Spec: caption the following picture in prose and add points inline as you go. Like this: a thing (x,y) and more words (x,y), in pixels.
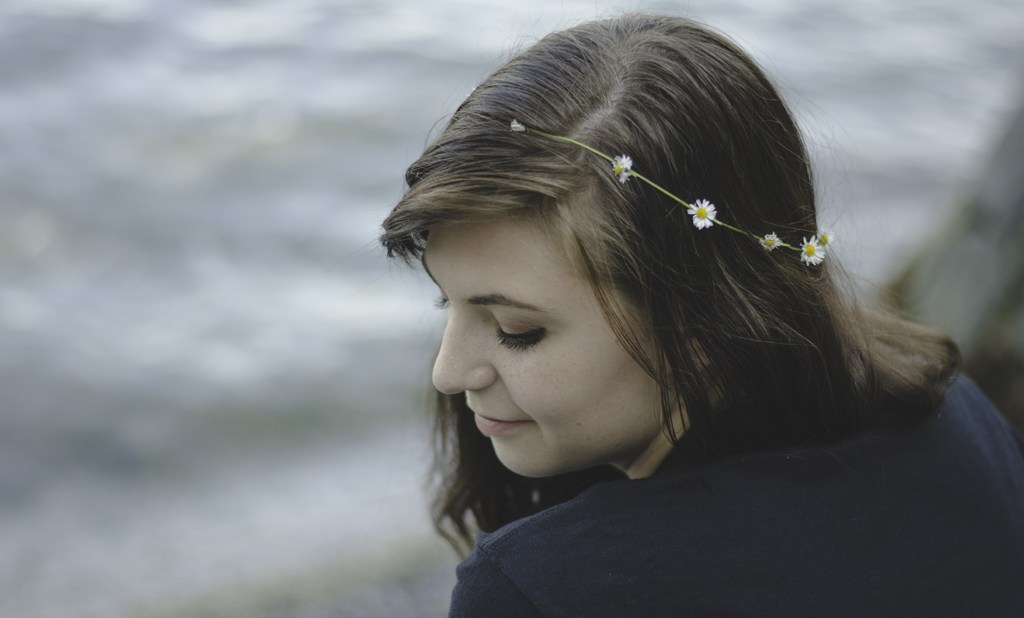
In the picture we can see a woman (570,526) giving a side pose and smiling slightly and she is wearing a blue dress (879,531) and some flowers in her hair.
